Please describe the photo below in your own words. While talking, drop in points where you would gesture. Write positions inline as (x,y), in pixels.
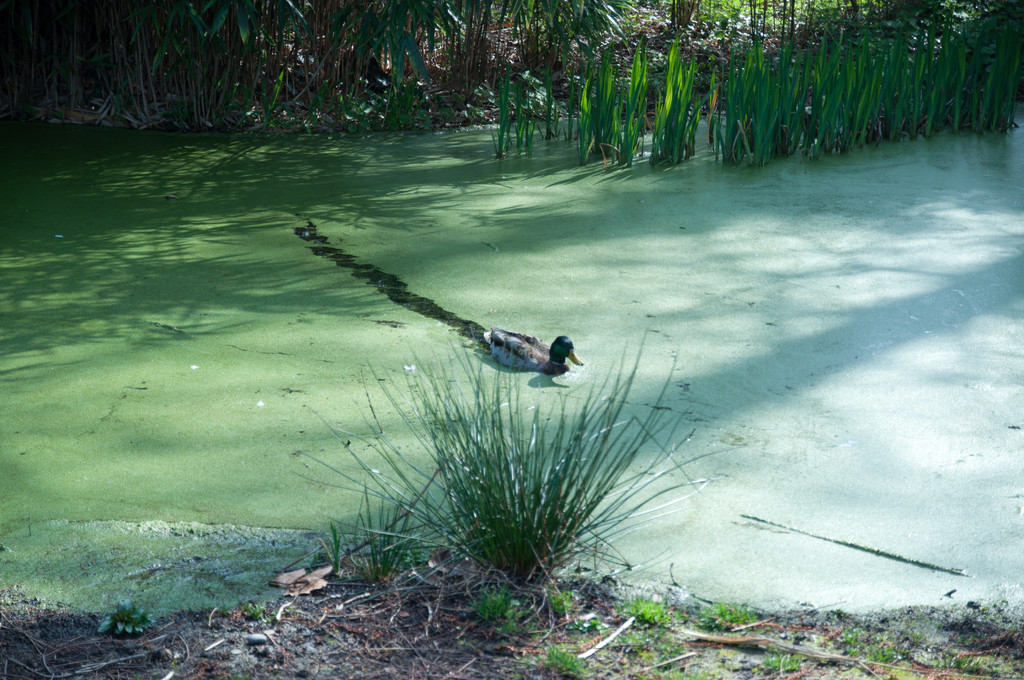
In the center of the image (532,359), we can see a duck (547,350) on the water (410,399) and in the background (392,40), there is grass (860,114).
